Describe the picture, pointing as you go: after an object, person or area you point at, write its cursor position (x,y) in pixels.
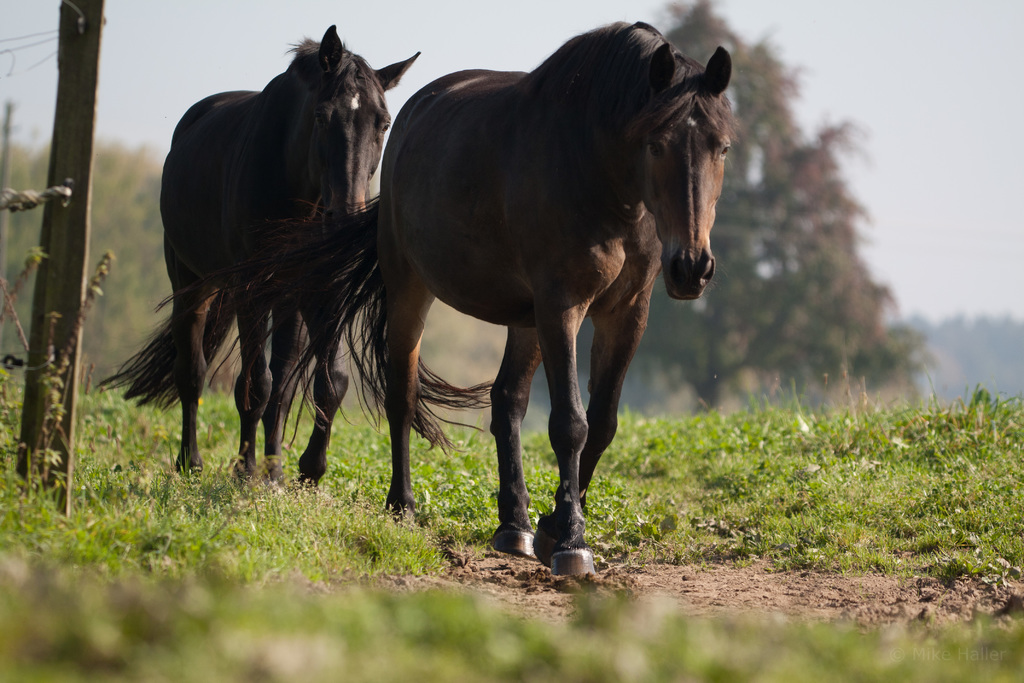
In this image there are two horses (383,285) on the grass surface (260,486), on the left of the horses (207,209) there is a pole (72,234) with barbed wire fence (50,48), behind the horses (556,237) there are trees (782,238).
